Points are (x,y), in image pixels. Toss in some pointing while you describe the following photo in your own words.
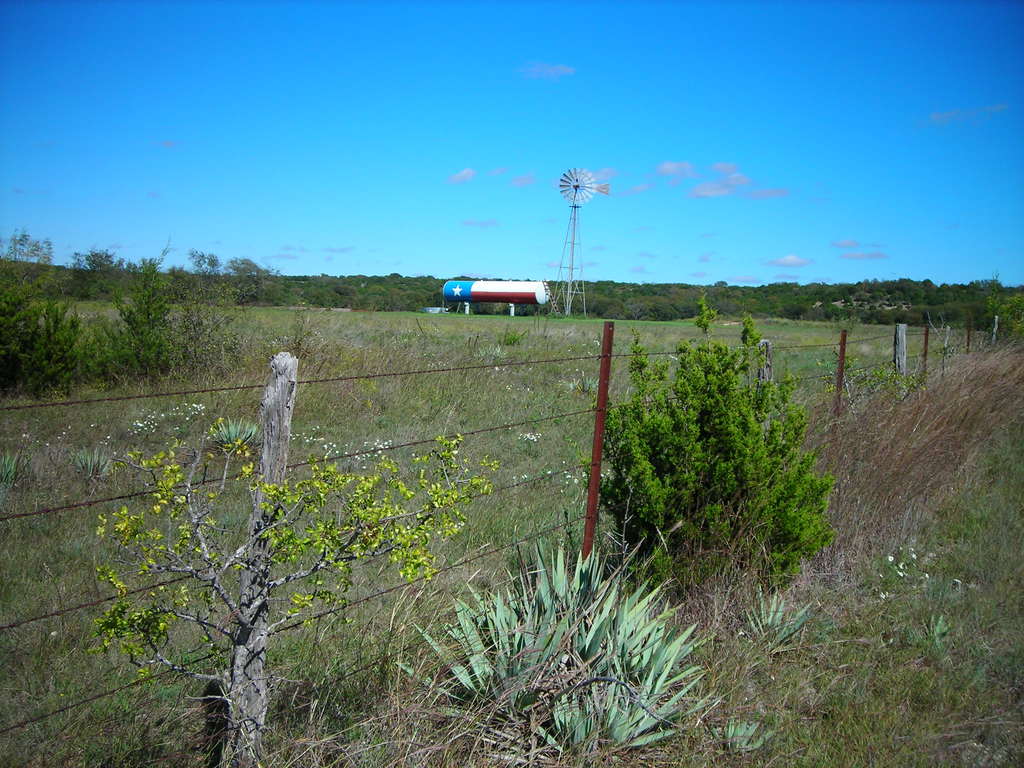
In this picture we can see the blue sky (730,125) with some clouds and surrounded with plants (228,466) and trees (908,287) and a wired fence (413,444). we can see a water tanker (509,294) and a tower (558,297).
